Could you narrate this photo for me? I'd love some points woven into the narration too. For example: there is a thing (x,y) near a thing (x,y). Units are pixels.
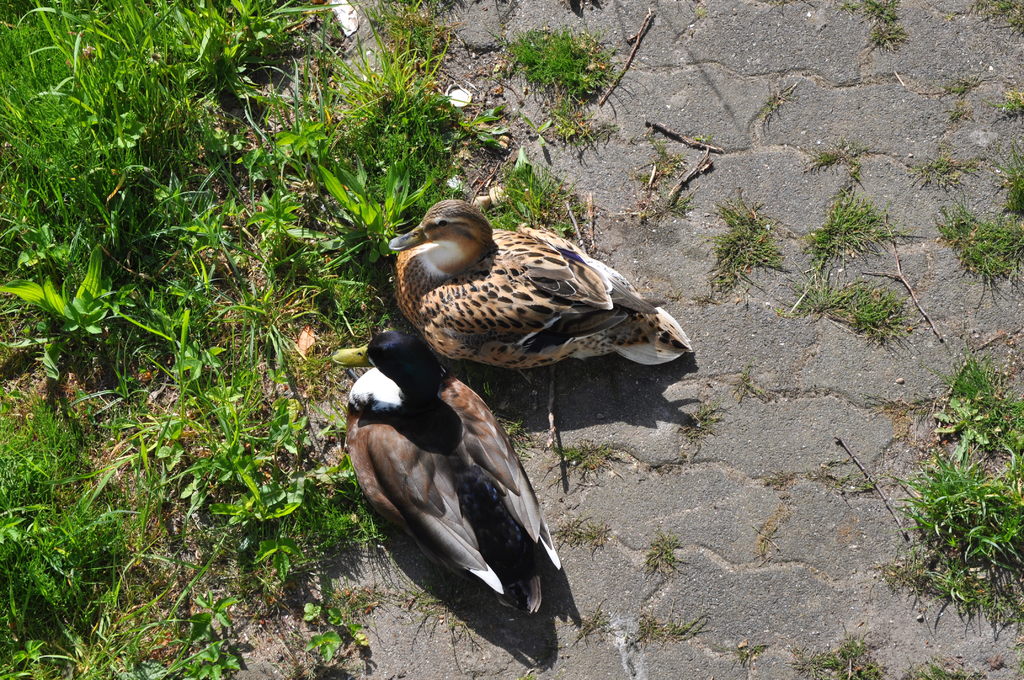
In this image there is grass (246,370) and small plants (185,276) on the left corner (181,297). There are two birds (532,555) in the foreground (486,383). There is a road (731,584) at the bottom (419,569). There is grass (985,484) on the right corner (984,498).
